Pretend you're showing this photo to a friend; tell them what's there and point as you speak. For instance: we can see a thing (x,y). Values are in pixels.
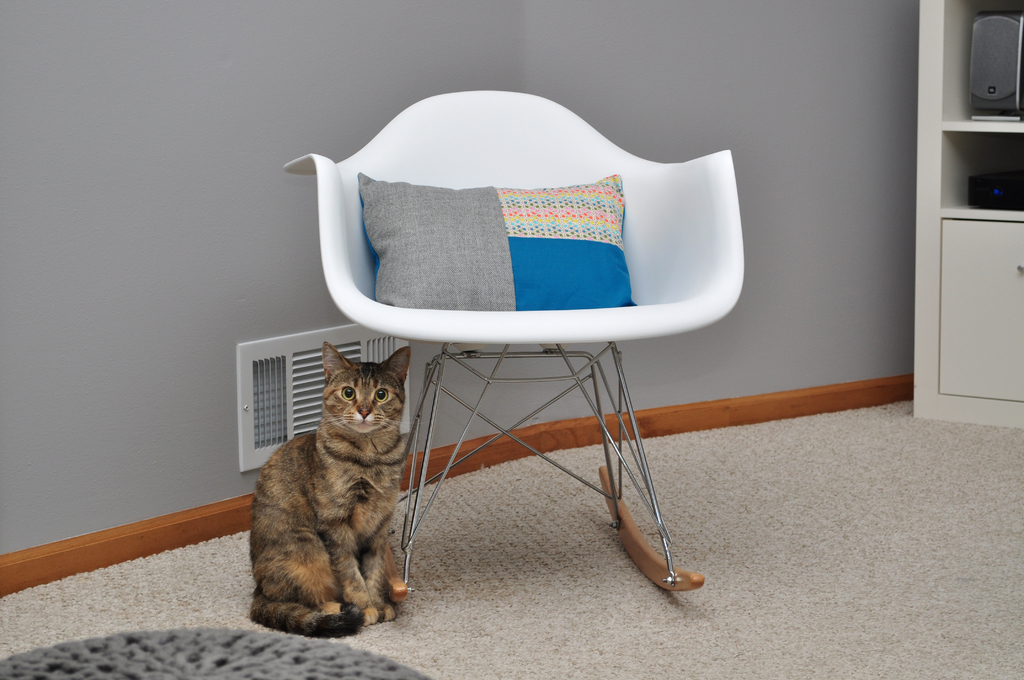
Here we can see a chair (370,297) with a cushion (597,286) on it and beside that there is a cat (350,385) sitting on the floor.
